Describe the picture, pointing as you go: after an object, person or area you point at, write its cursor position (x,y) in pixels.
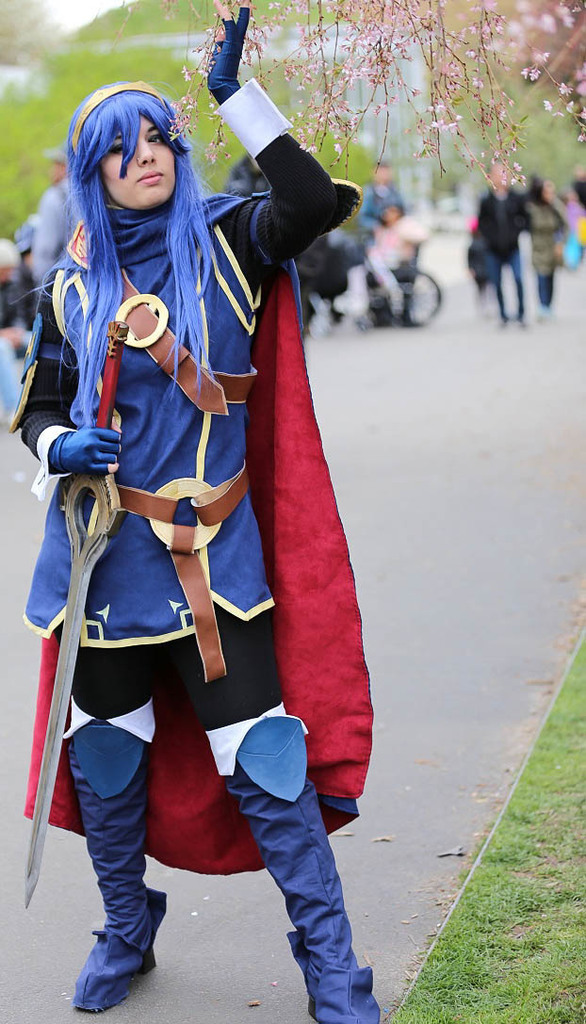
This image consists of a woman (266,565) wearing a costume (181,586). She is holding a sword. At the bottom (450,718), there is a road (450,781). On the right (528,782), there is green grass (554,966) on the ground (547,940). In the background (508,243), there are many people (411,244). And we can see the trees (501,90). The background (15,69) is blurred.
